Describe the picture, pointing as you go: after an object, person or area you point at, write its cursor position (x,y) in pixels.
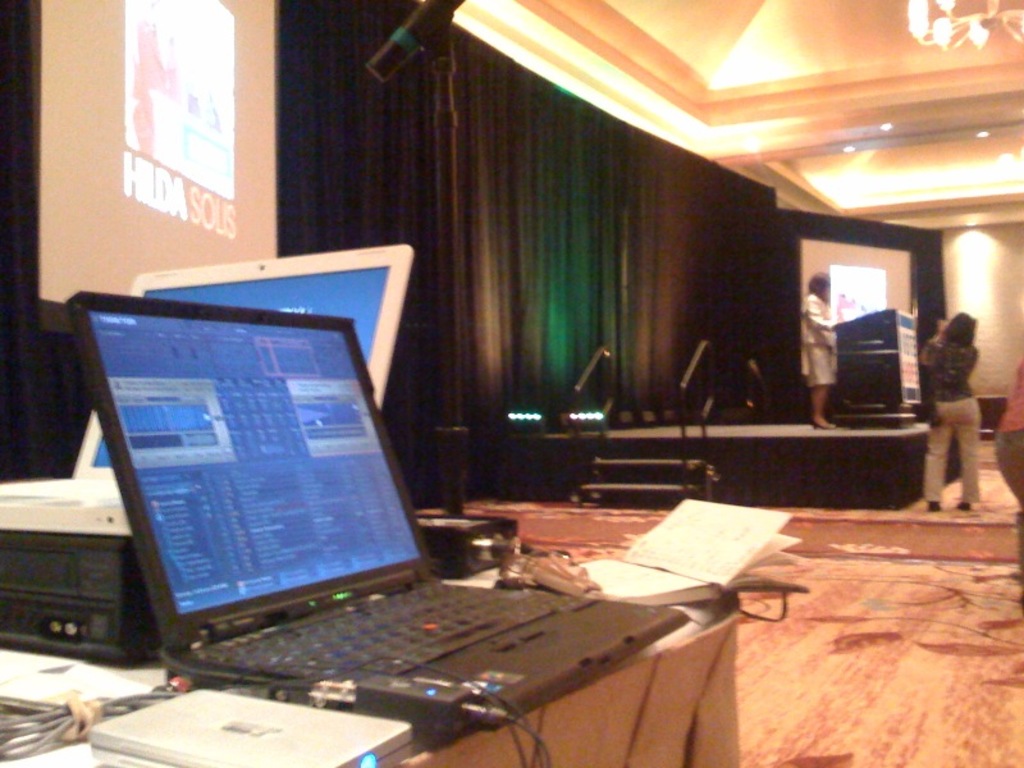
In this image in the foreground (159,664) on a table (140,673) there are laptops (172,572), book (657,598) and few other things (440,574) are there. In the background (816,331) there is a lady (828,338) standing behind a podium (839,331). Here there is another lady (948,380). This is a stage (767,440). These are the steps (639,460). This is curtain (518,189). On both side of the stage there are screens (824,261). On the ceiling (822,101) there are lights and chandelier (943,44). On the floor (881,664) there is a carpet (861,679).
